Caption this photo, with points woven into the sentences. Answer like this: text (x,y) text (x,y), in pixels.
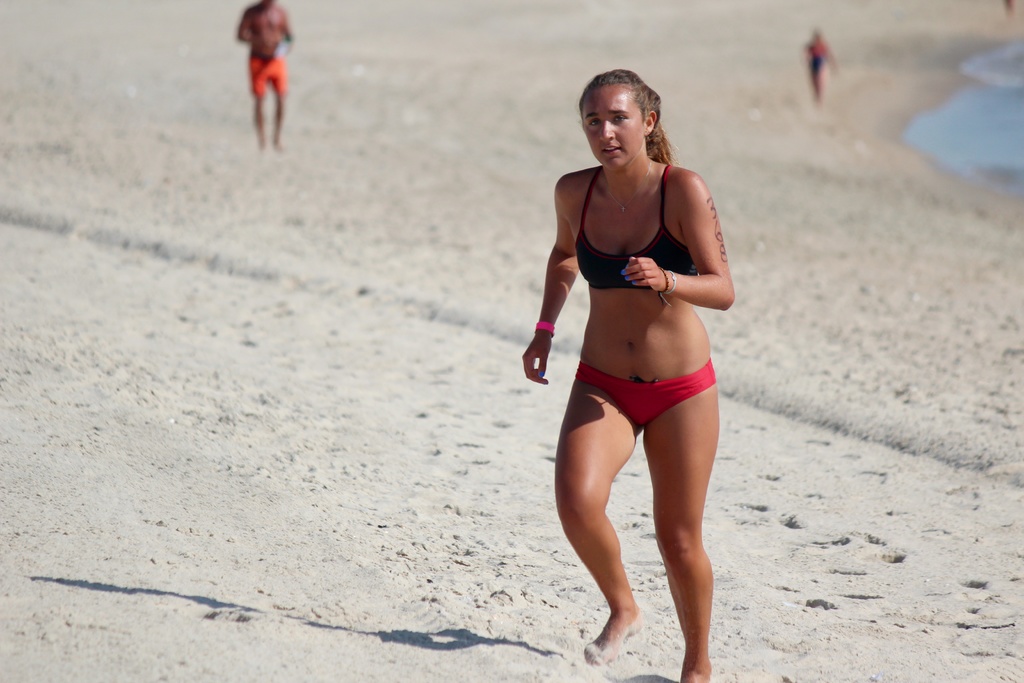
This image is taken in the beach (828,197). In this image there is a woman (649,368) running in the sand (576,560) by wearing the bikini (648,384). In the background (259,46) there are two other persons (811,47) walking on the sand (375,206). On the right side (964,134) top corner there is water (964,134).
